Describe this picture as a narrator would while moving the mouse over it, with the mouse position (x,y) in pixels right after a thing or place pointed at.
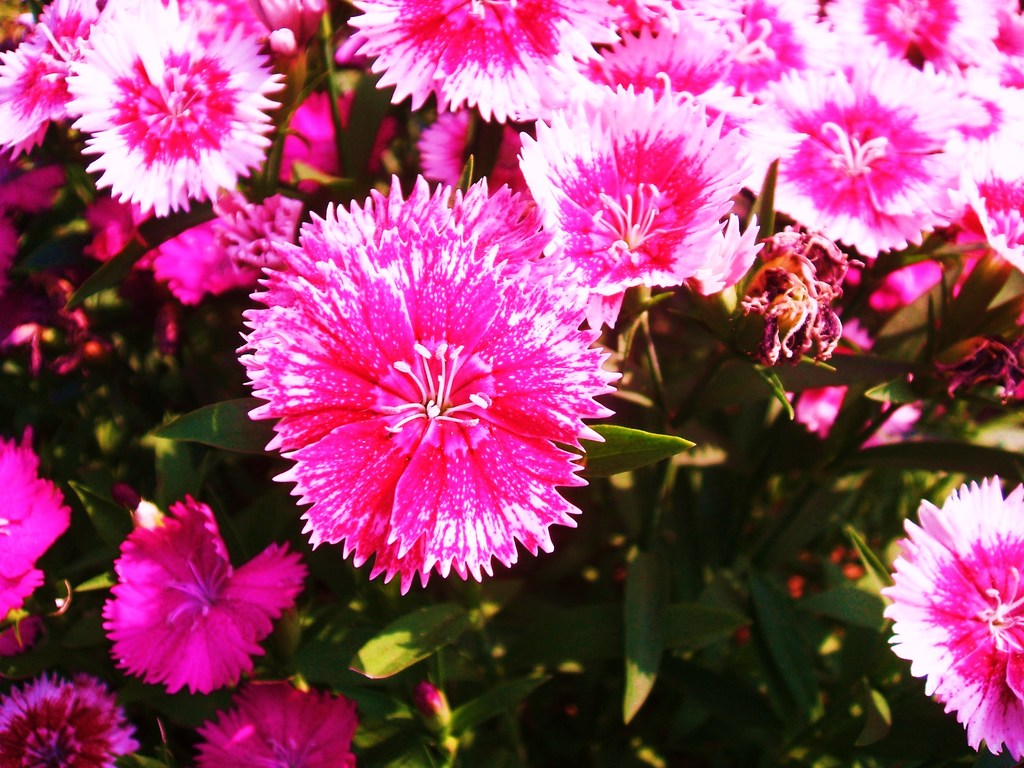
In this picture I can see the plants (605,507) on which there are flowers (411,545), which are of white and pink color.
